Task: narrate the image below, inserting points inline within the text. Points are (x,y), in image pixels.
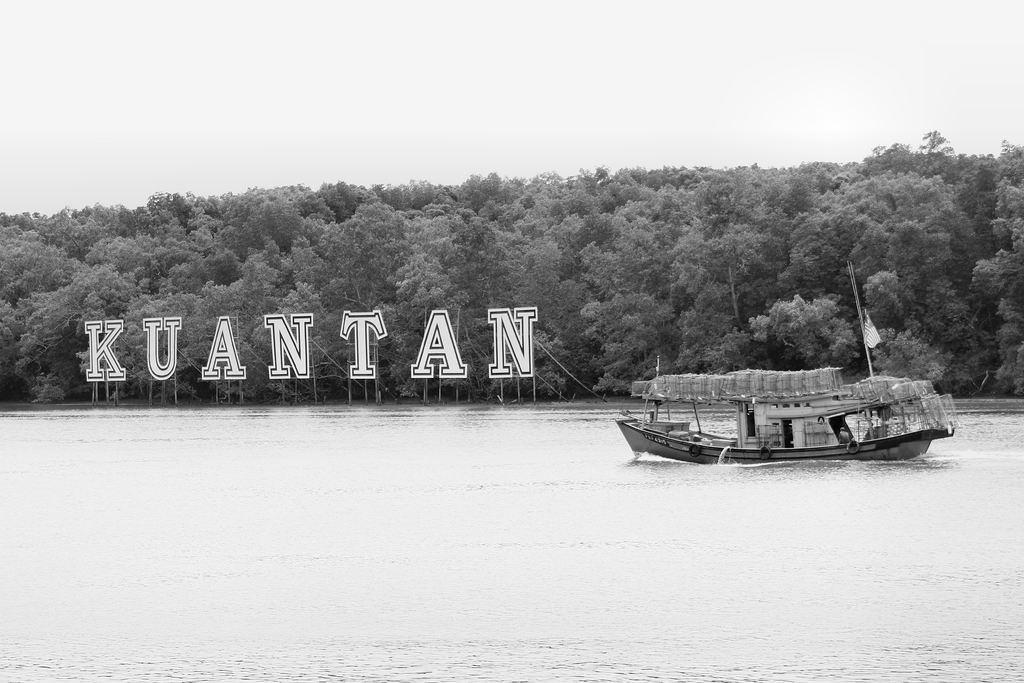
In the picture there is a boat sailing on the water (594,610) and behind the water (203,491) there are some alphabet boards (279,350) and behind them there are a lot of trees (642,246).
